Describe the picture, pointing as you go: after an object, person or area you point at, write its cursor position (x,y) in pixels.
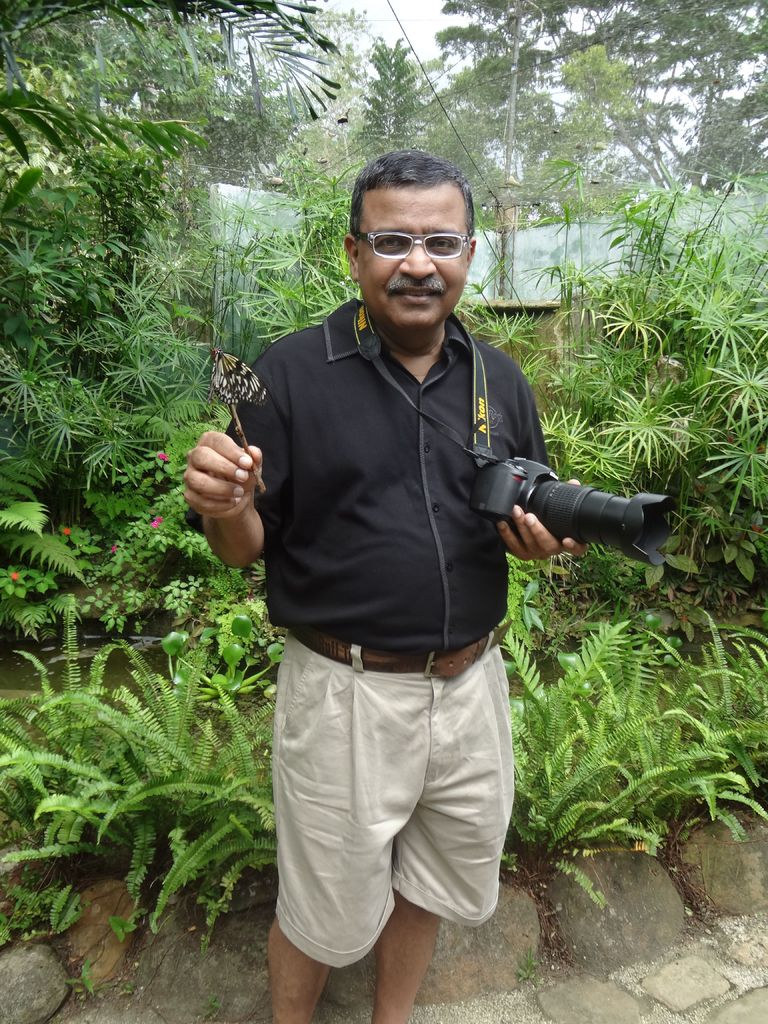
In this image we can see a person (491,619) holding a camera (649,538) and a butterfly (253,389) with a stick (248,451). On the backside (656,850) we can see some stones (673,898), plants (144,568), trees (355,84), fence (575,301), pole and the sky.
